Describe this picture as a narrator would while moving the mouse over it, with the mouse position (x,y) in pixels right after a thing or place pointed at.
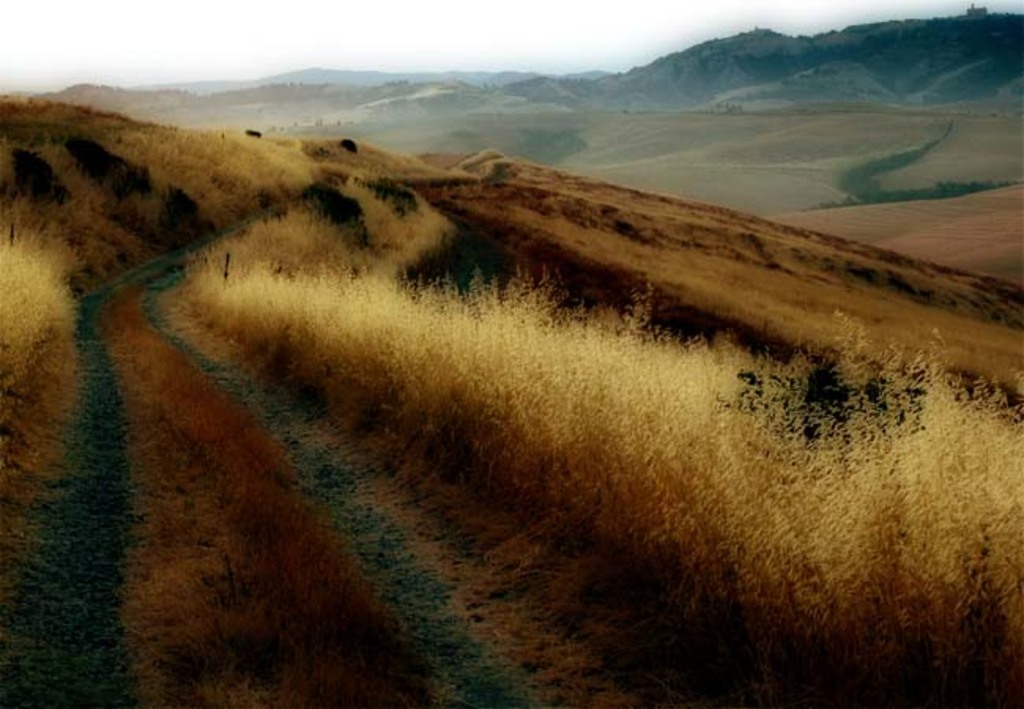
In the image we can see some hills (924,286) and grass (907,320). At the top of the image (336,50) there is sky (790,2).
